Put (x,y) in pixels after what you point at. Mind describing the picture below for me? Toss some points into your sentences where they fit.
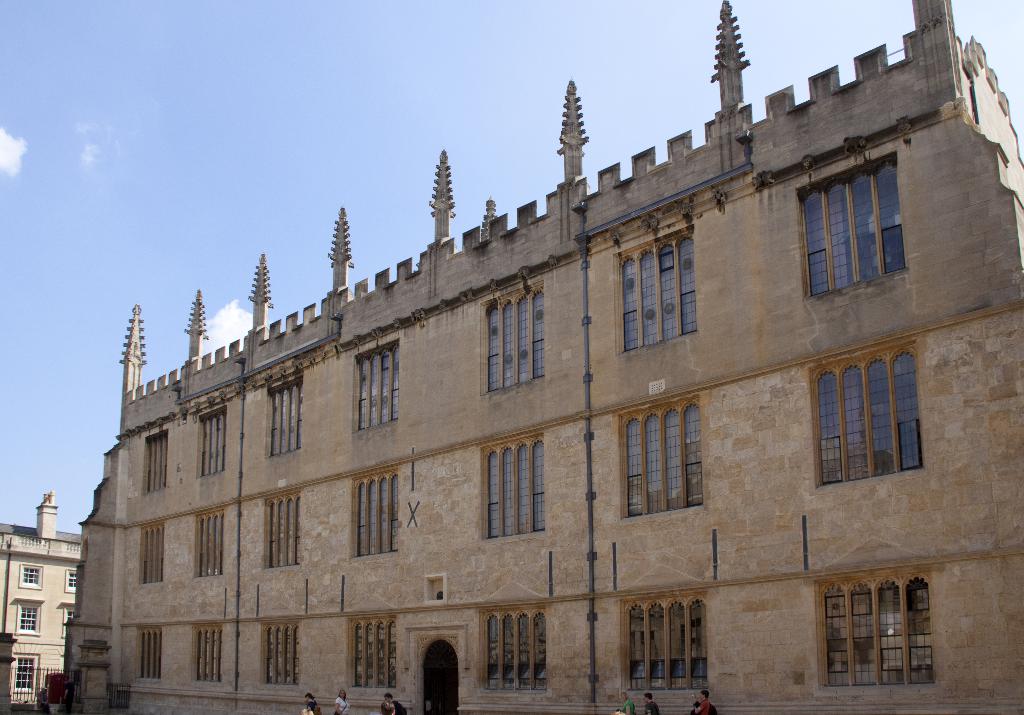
In this image there is a building (760,231) for that building (979,406) there are windows (491,669) and a entrance (420,671), in front of the building (632,662) people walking in the background (132,113) there is a sky (337,150).
